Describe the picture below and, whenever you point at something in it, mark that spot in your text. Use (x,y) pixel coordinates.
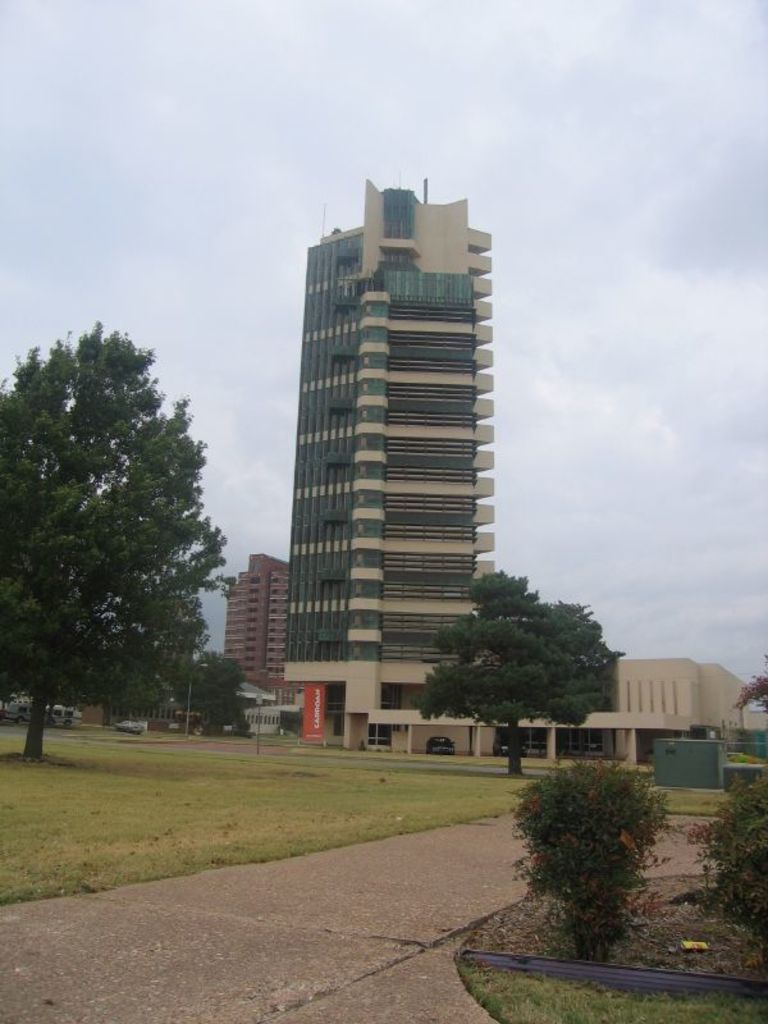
In this image there are plants (613,852), generator boxes (706,770), trees (86,614), grass (170,815) on the surface (149,826), cars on the roads (230,748), banners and buildings (383,513), at the top of the image (233,193) there is the sky (239,234).
